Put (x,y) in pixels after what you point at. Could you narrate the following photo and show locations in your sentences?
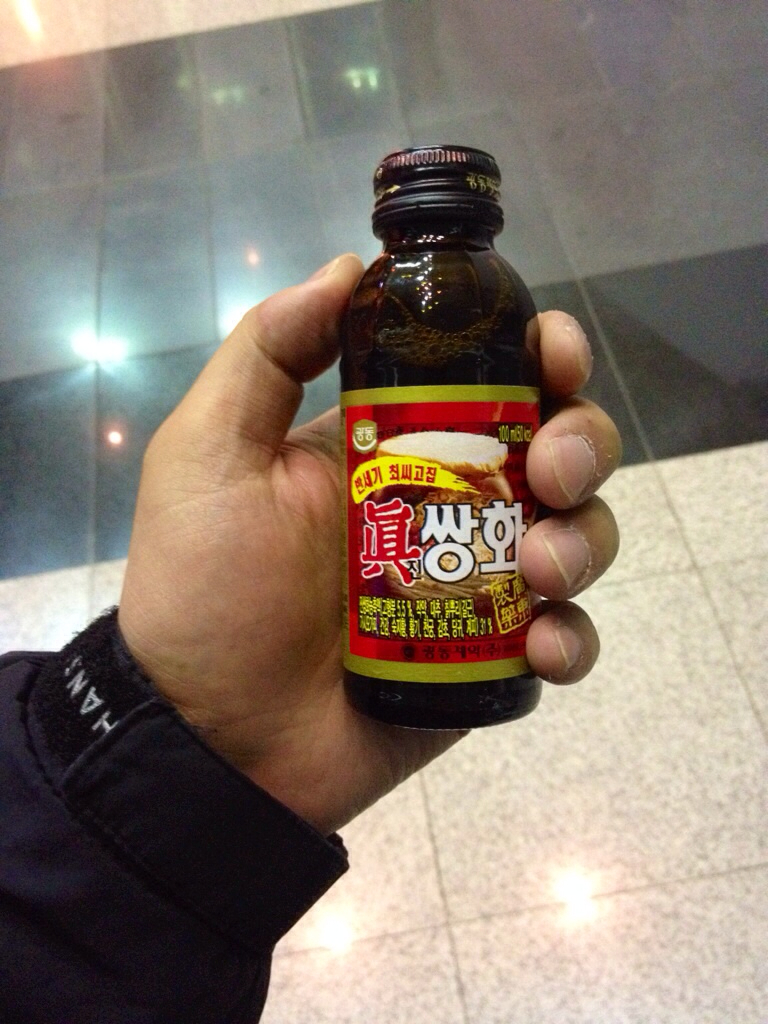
In this image we can see man (0,976) holding a tonic bottle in his hand (319,666).
